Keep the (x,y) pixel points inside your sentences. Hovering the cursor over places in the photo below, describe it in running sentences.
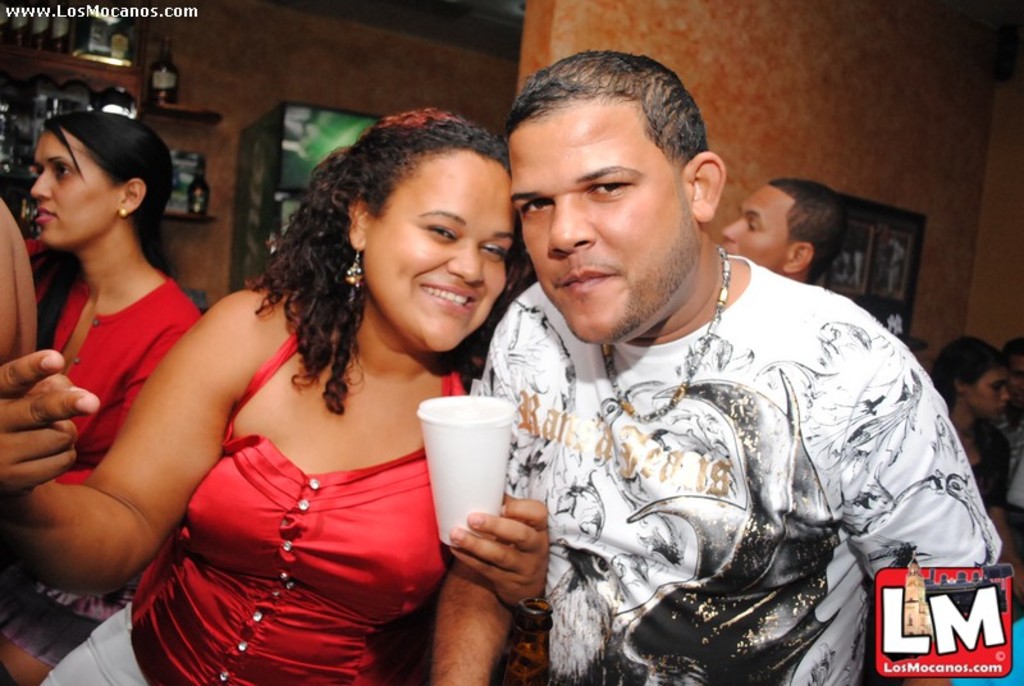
In the picture I can see a person (631,380) wearing a white shirt (599,440) and a woman (156,428) wearing red color top (351,554) and the man (562,551) is holding a paper cup (454,519) in his hands (465,523). In the background (213,69), we can see a few more people (113,413), we can see the bottles (18,24) are placed on the shelf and the wall (846,161) in the background (218,58).
